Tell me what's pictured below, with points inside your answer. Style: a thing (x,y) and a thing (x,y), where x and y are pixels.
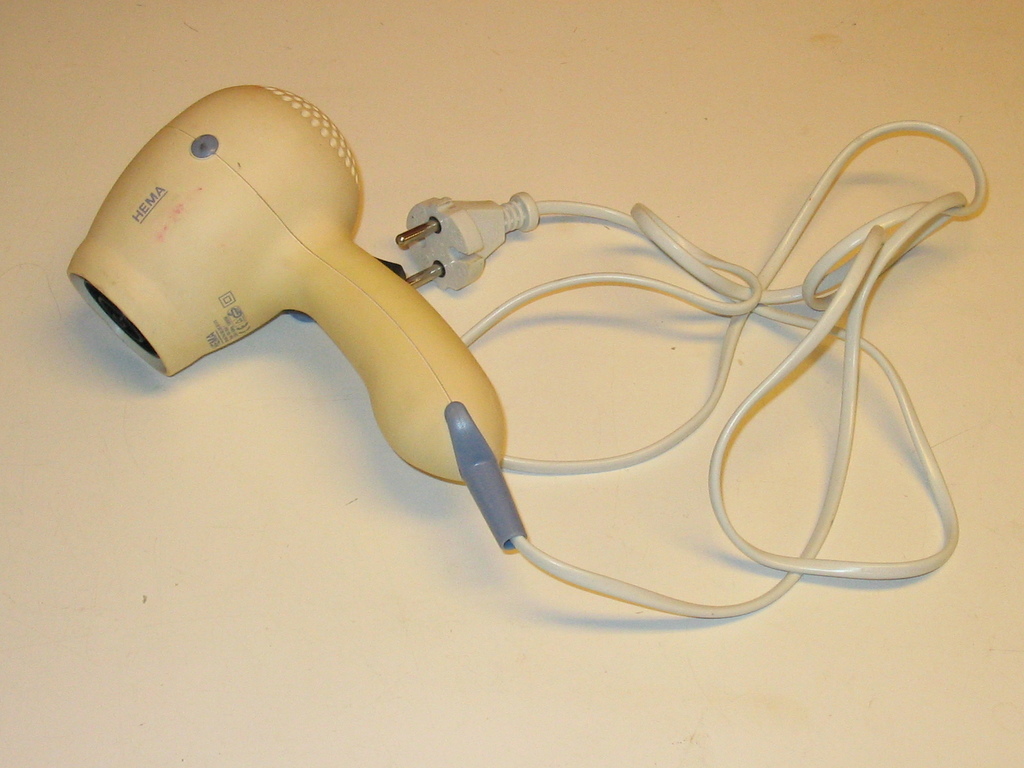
In the image I can see a hair dryer (262,247), cable wires (771,302) on the white surface (520,340).
